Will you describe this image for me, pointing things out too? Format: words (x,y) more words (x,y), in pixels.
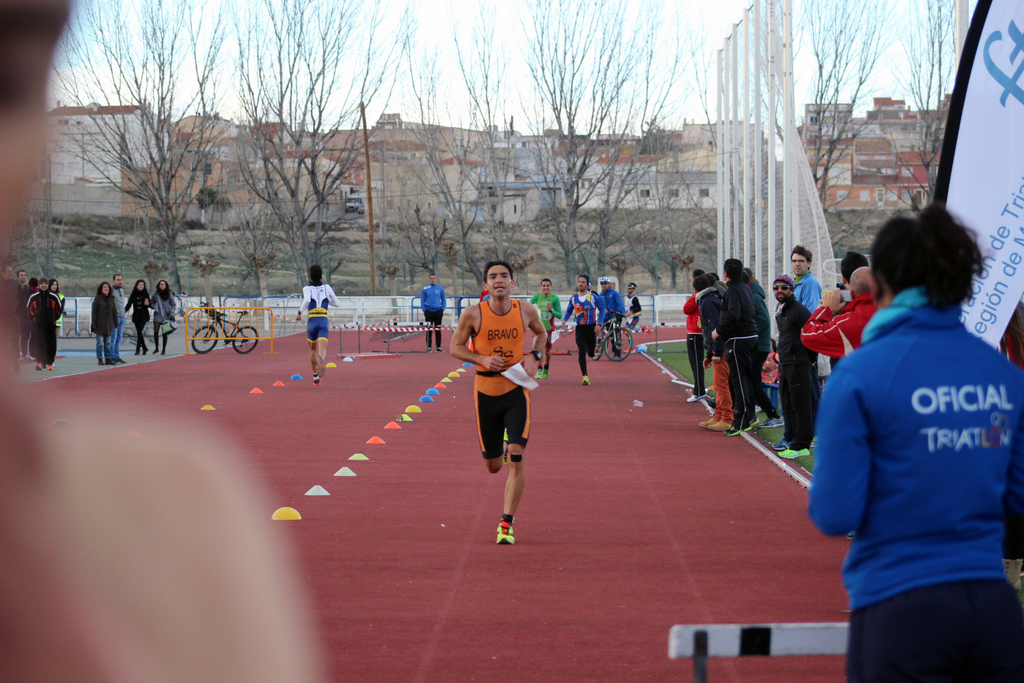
In this picture we can see people (574,305) running in the middle of the ground (473,597). We have other people (116,292) standing on either side of the ground (434,608) and watching them. In the background (618,157) we have trees (208,261), houses (679,159), cycles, fence (257,296) & poles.
